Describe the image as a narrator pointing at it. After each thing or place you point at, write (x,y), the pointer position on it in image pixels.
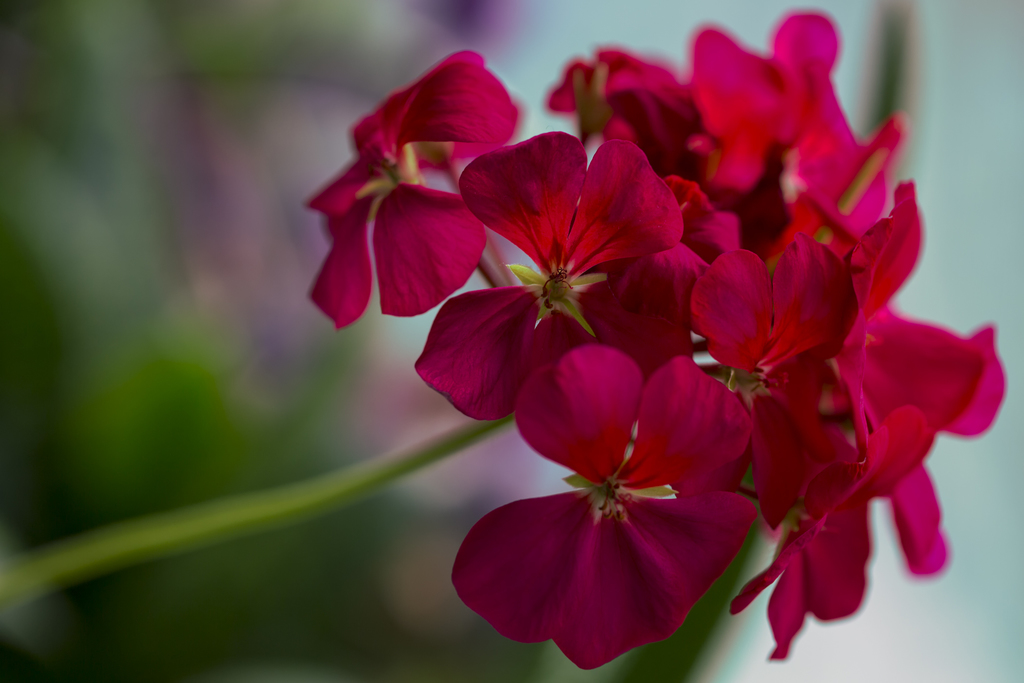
In this picture we can see some flowers (744,156) in the front (616,367), we can see petals (479,227) of these flowers (528,227), there is a blurry background (170,112).
